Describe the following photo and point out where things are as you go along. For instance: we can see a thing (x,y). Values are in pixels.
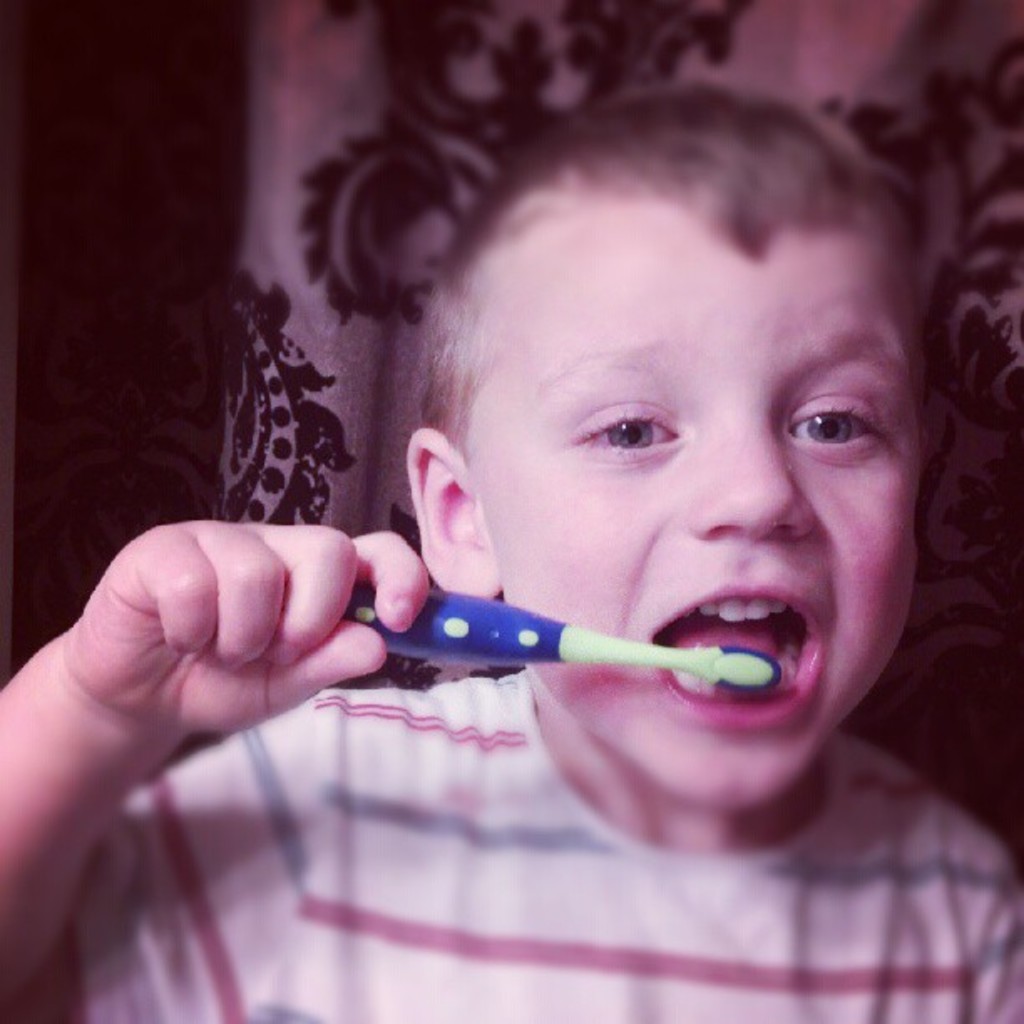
In this image, we can see a person (613,568) holding some object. In the background (401,242), we can see some cloth (519,55).
